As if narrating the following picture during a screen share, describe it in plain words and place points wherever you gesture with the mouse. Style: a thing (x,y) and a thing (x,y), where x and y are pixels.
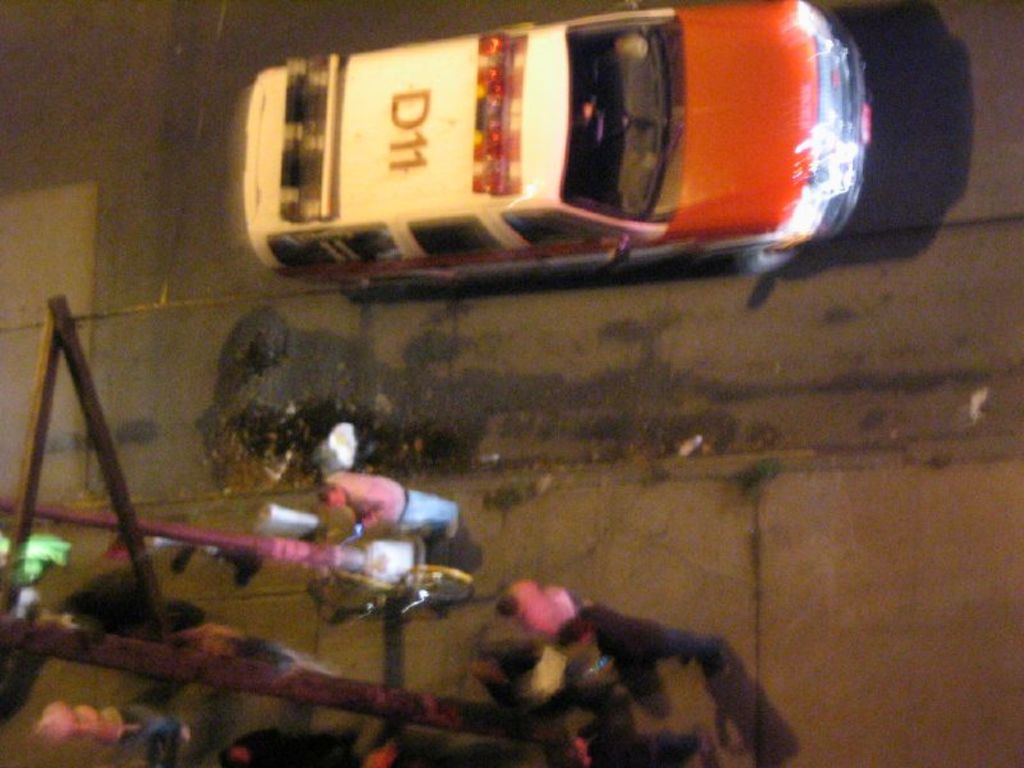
In the image in the center (588,266) we can see a vehicle (409,98) on the road (382,42). And we can see poles (237,545) and few people (44,544) were standing.
